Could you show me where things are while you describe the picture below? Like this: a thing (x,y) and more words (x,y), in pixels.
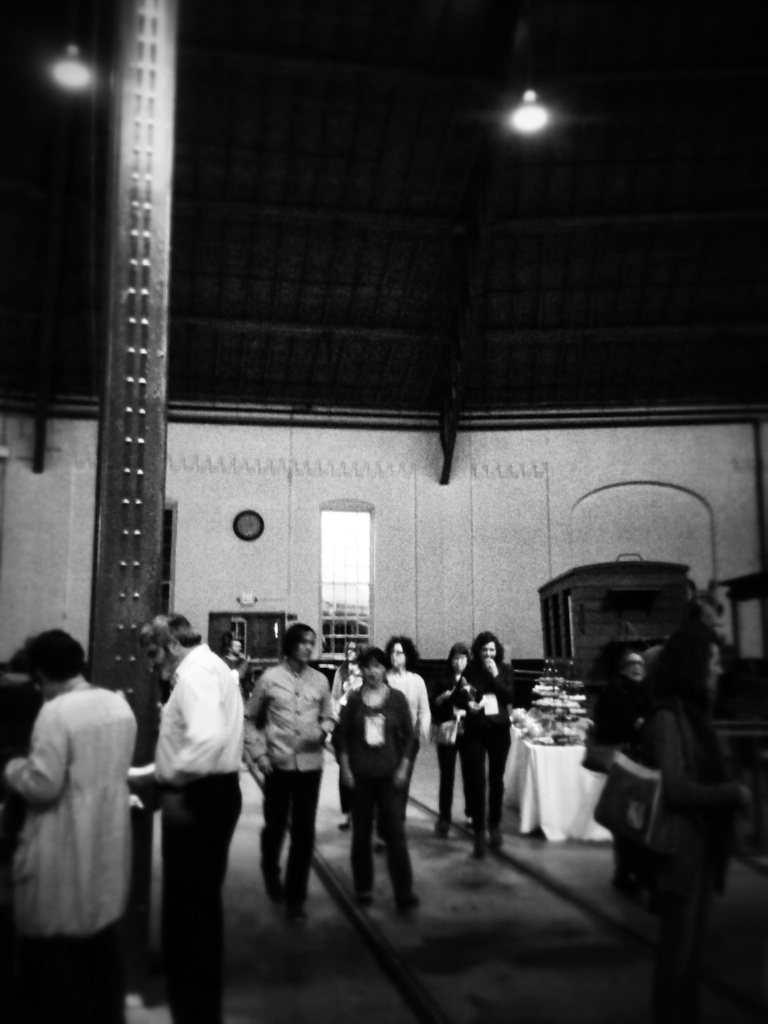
In this picture we can observe some people (273,720) standing. There are men (256,746) and women (469,772) in this picture. We can observe a pillar (133,221) on the left side (135,265). There are two lights (65,75) fixed to the ceiling (276,85). In the background (271,503) there is a wall (310,542).
